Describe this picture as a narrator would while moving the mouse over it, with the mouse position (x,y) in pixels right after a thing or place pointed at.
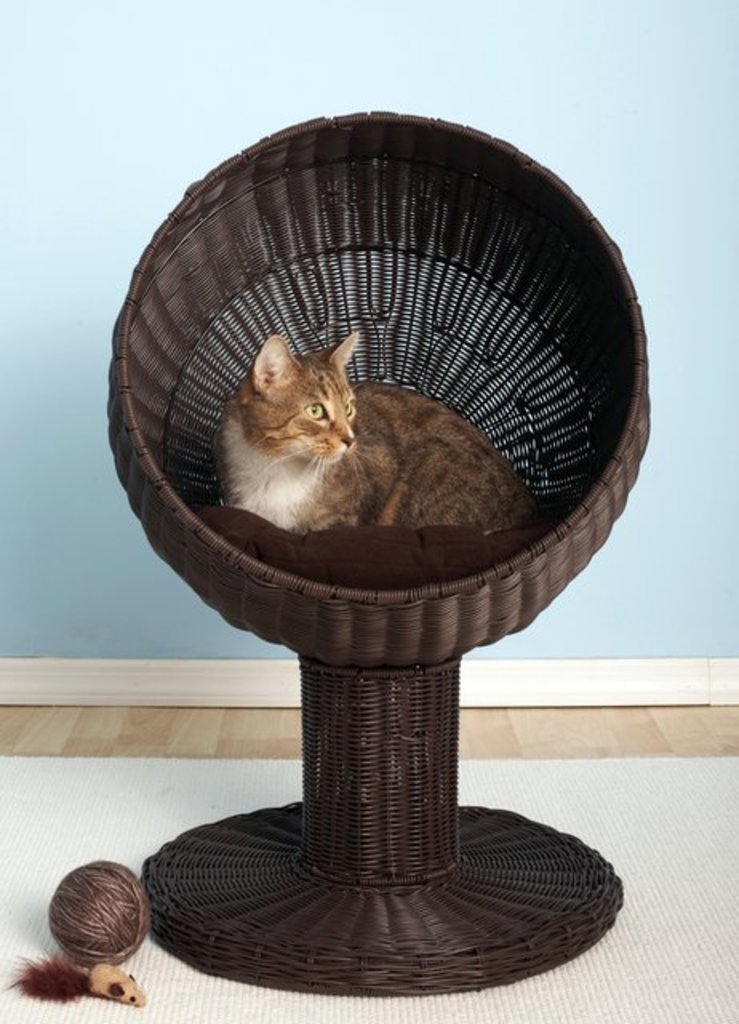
There is a cat (339,413) sitting in a basket (510,417) which on the white color surface (288,1002) on which, there is thread bundle (105,889) and a toy (131,979). In the background (62,421), there is blue color wall (735,185).
